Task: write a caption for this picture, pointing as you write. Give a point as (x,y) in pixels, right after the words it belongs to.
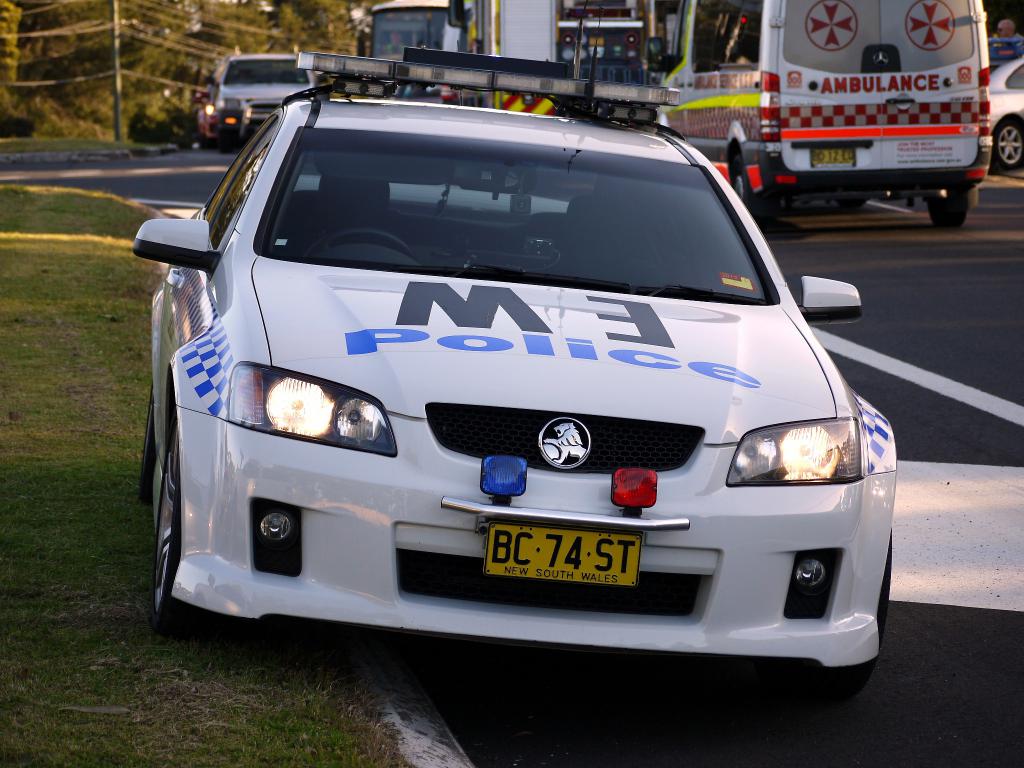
In this image we can see vehicles (698,230) on the road (879,233). At the bottom (169,732) there is grass (116,721). In the background (29,126) there are trees (204,61) and we can see a pole (116,126).
